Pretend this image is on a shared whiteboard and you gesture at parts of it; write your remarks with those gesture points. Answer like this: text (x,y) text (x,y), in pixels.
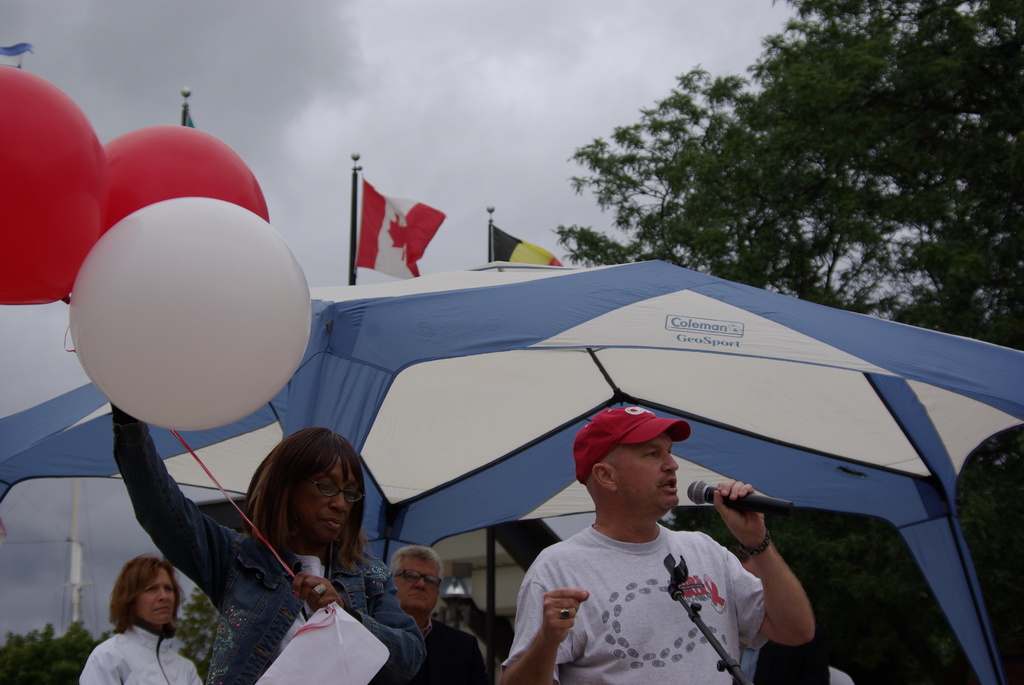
In the foreground of the picture (426,283) we can see people (656,513), balloons (241,360), tent (415,391), flagpoles (351,207) and flags (394,216). In the background (769,169) there are trees (785,208) and sky (388,63). The sky (317,64) is cloudy. In the foreground (634,539) the person (642,499) is holding a mic (776,497).
